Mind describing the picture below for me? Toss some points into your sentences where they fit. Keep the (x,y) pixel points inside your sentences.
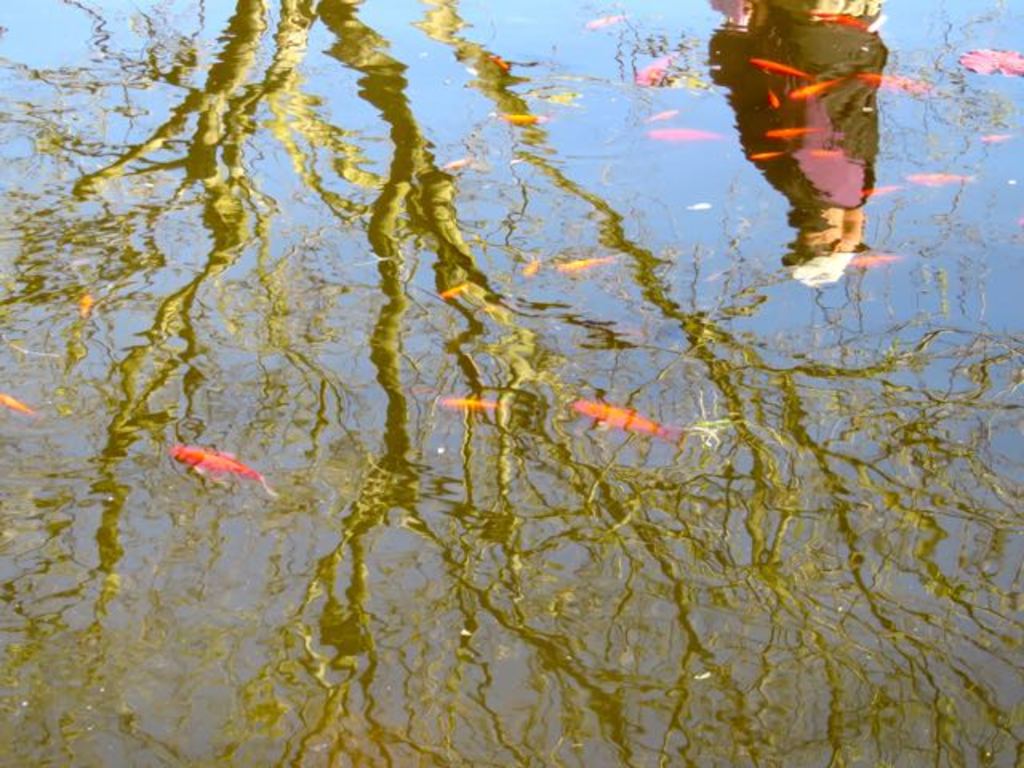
This is water (685,443). In the reflection (748,591) we can see trees (437,193) and a person (791,188).
